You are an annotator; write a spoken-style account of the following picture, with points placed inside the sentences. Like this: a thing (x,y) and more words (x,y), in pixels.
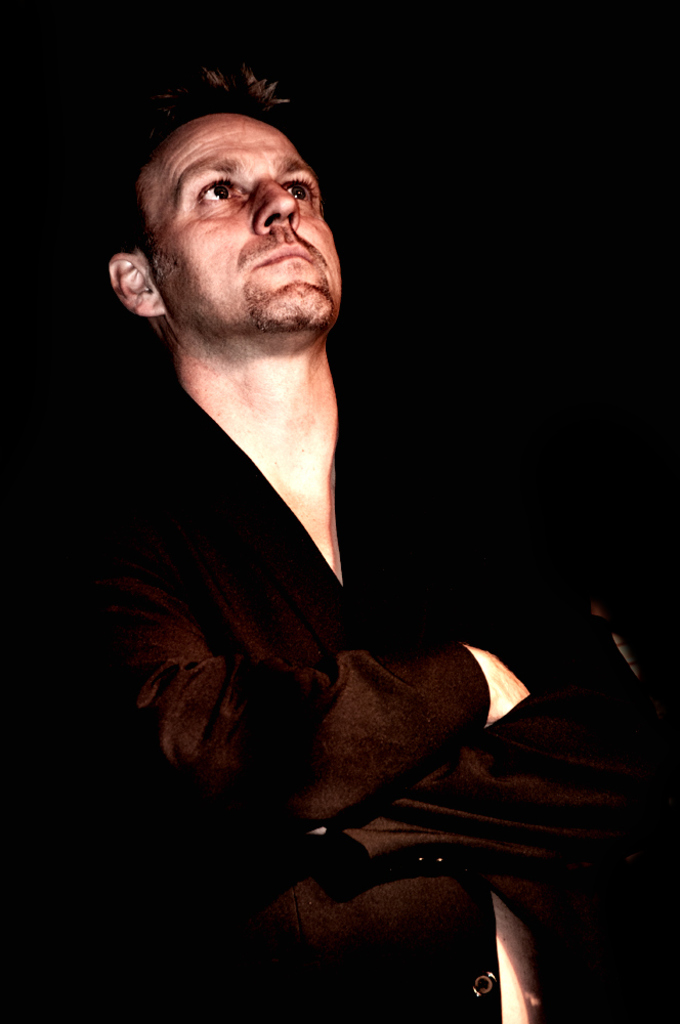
In this image in the foreground (284,298) there is one person (221,223), and the background (532,187) is black in color.
